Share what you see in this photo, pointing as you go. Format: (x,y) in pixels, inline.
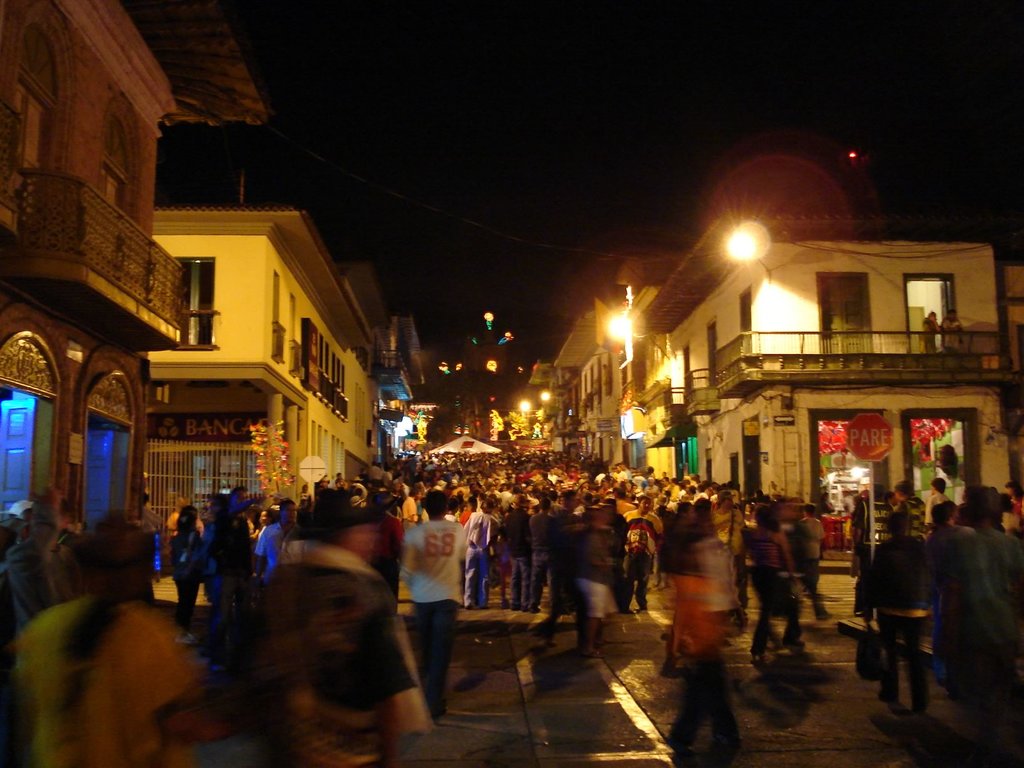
In this image I can see number of people (431,531) are standing. I can also see number of buildings (79,486), lights (520,410), a red colour sign board (875,438) and I can see this image is little bit in dark from background (883,119).
